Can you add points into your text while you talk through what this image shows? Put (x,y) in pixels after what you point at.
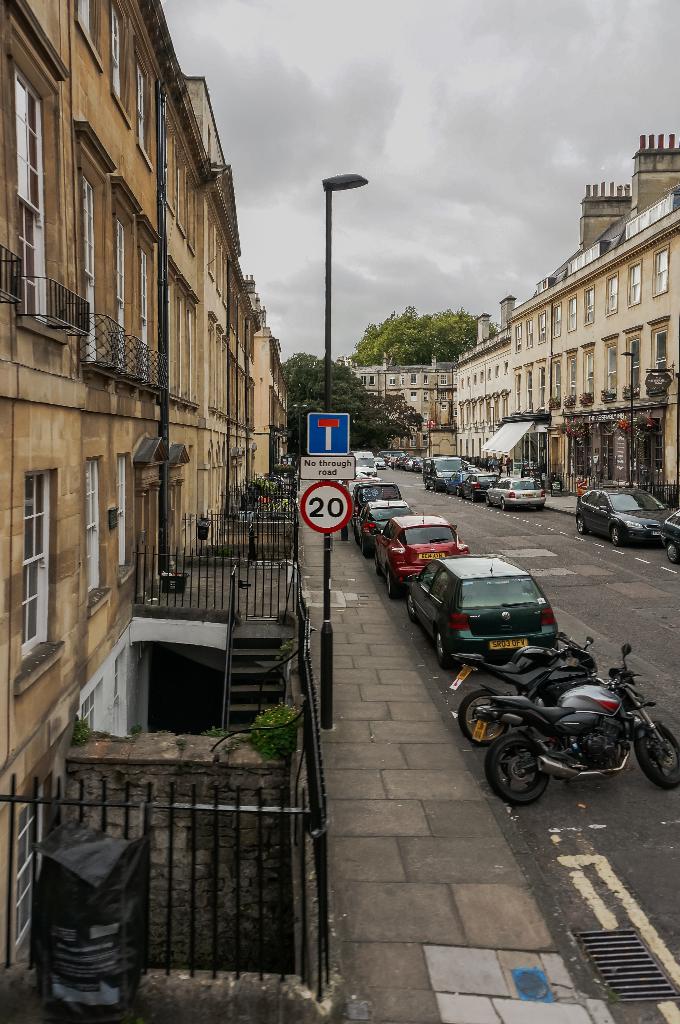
In this image, we can see vehicles (542,604) on the road (565,589) and in the background (215,419), there are buildings (197,464), trees (396,344), poles (327,395) and at the top (396,115), there is sky (406,110).
